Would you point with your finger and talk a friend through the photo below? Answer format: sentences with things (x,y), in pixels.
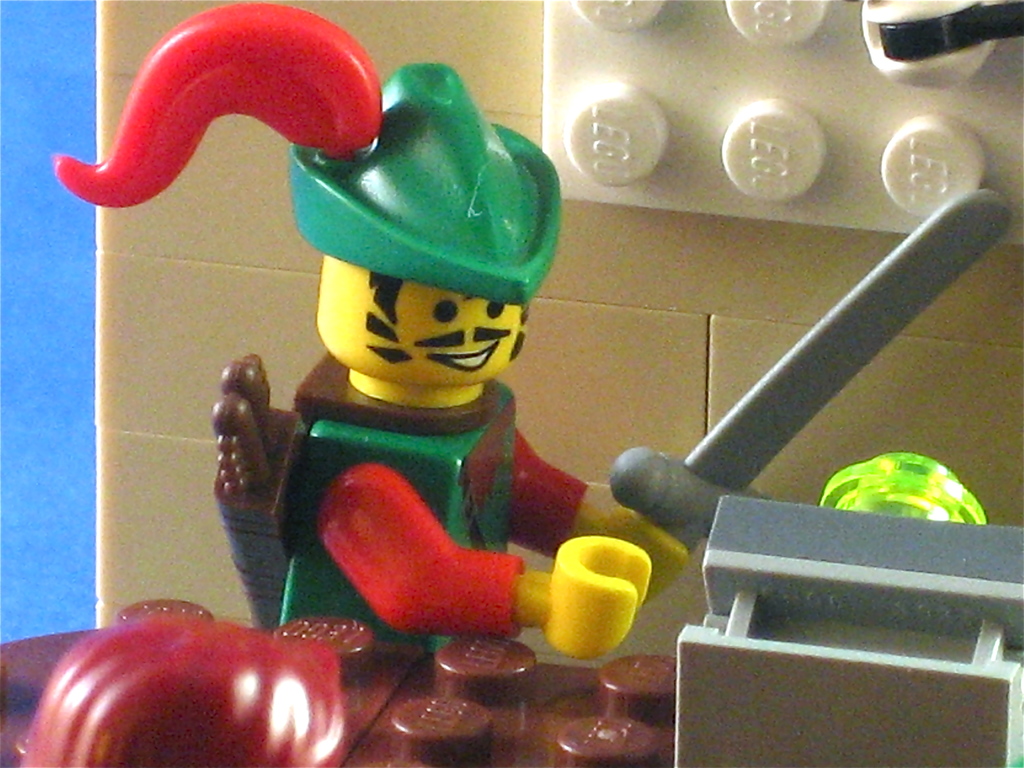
In this image, we can see some toys (646,516).
